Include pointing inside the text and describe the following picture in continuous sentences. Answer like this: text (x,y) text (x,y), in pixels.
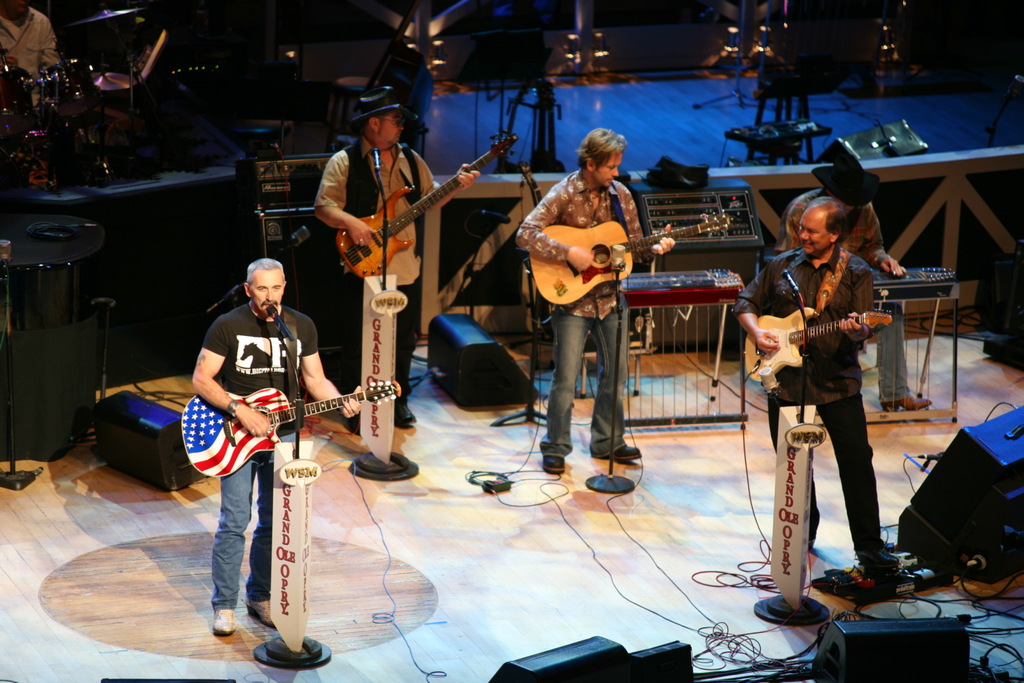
In this image there are six persons (398,197) playing a musical instruments (732,298).
